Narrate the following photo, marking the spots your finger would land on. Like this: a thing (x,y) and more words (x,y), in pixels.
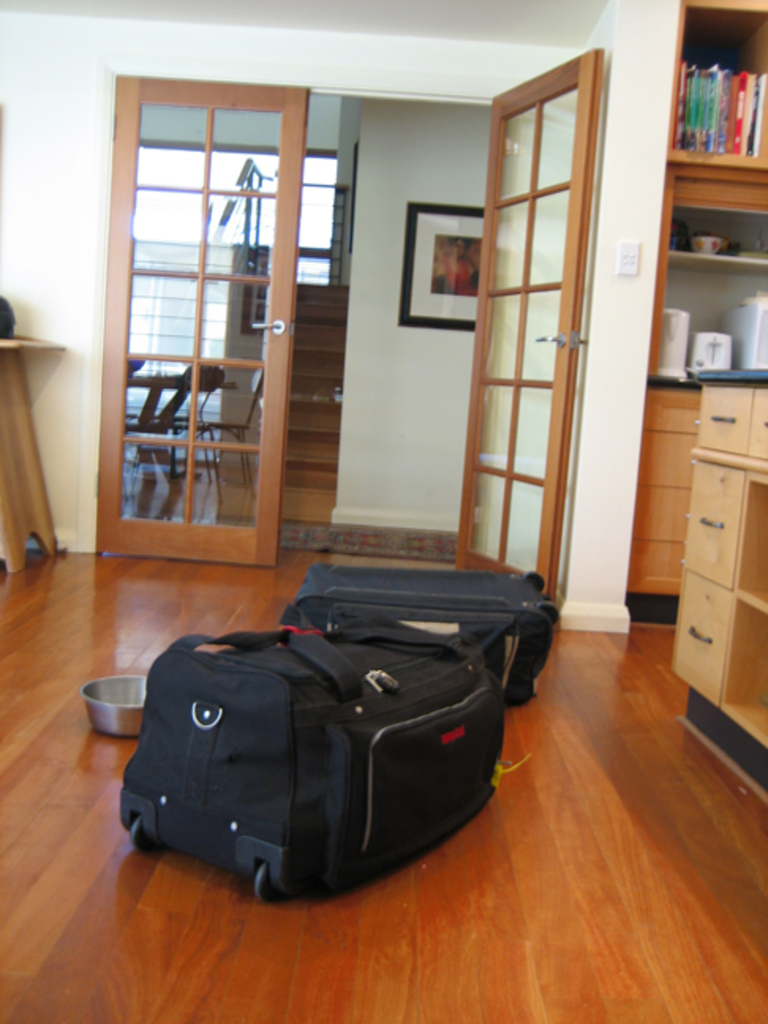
In the middle of the image (412,594) there are two bags (494,642). Bottom right side of the image (697,721) there is a table (763,778). Top right side of the image (732,18) there is a cupboard (728,29). In the middle of the image (487,479) there is a door (494,247). Through the door (499,184) we can see the wall (450,171), On the wall (440,163) there is a frame (422,232).
